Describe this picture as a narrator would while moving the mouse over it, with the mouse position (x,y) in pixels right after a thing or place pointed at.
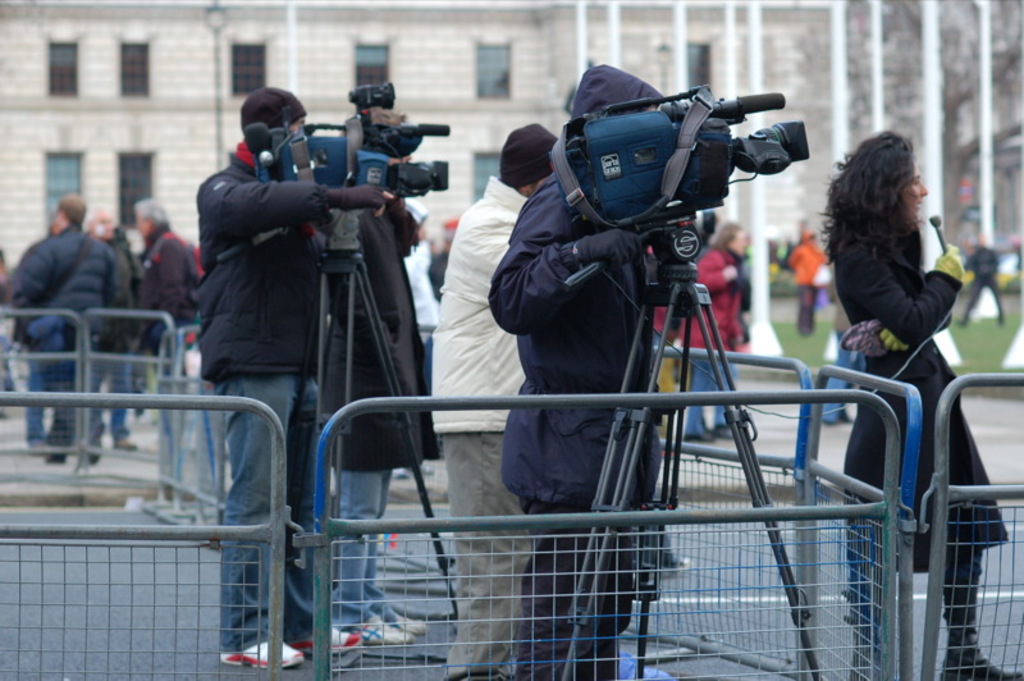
In this image I can see group of people (467,356) standing. In front (308,349) I can see two persons (289,356) and they are holding cameras (369,96) and they are wearing black color jackets (574,306). Background (562,24) I can see few pillars (289,7), a light pole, a building (449,42) in brown and white color and I can also see few windows (66,46).
